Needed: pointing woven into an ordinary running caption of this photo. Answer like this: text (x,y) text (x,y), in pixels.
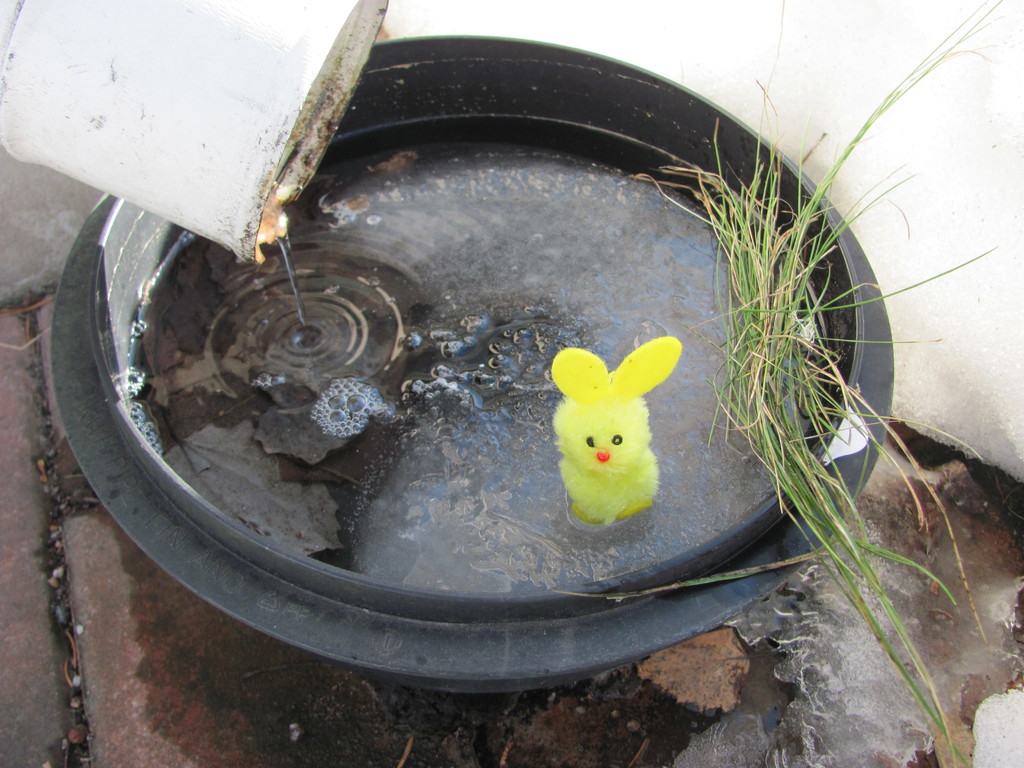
In this picture there is a water tub (486,266) in the center of the image (524,471), in which there is a toy (620,450) and there is grass (772,416) in the bottom right side of the image (818,521), it seems to be there is a bucket (195,128) in the top left side of the image (170,106).
